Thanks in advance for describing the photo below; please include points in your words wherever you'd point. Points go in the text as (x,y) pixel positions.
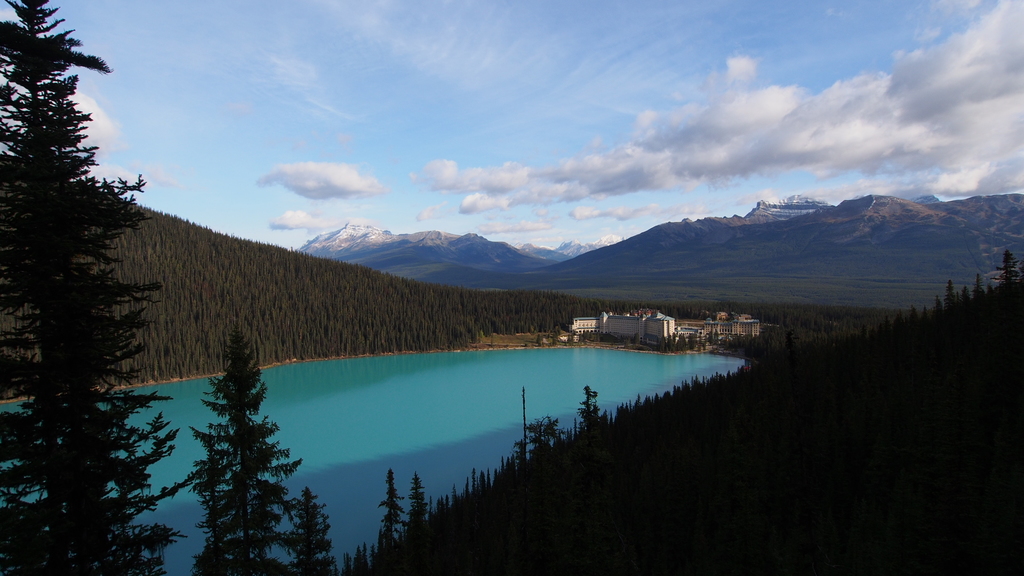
In this image, we can see trees (656,407), buildings (588,329), mountains (608,277) and there is water (540,377). At the top (467,95), there are clouds (645,120) in the sky (219,101).
